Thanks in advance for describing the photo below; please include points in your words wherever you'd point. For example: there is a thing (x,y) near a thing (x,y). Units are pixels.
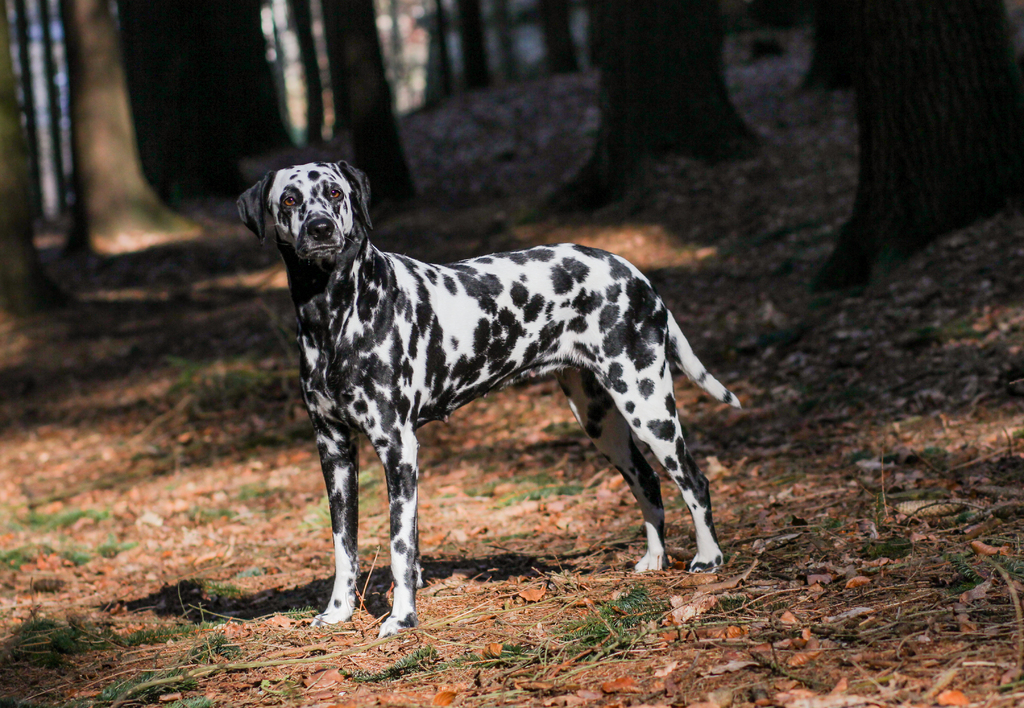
In this image I can see a dog (519,305) is in black and white color. At the top (171,137) there are trees (188,132).
